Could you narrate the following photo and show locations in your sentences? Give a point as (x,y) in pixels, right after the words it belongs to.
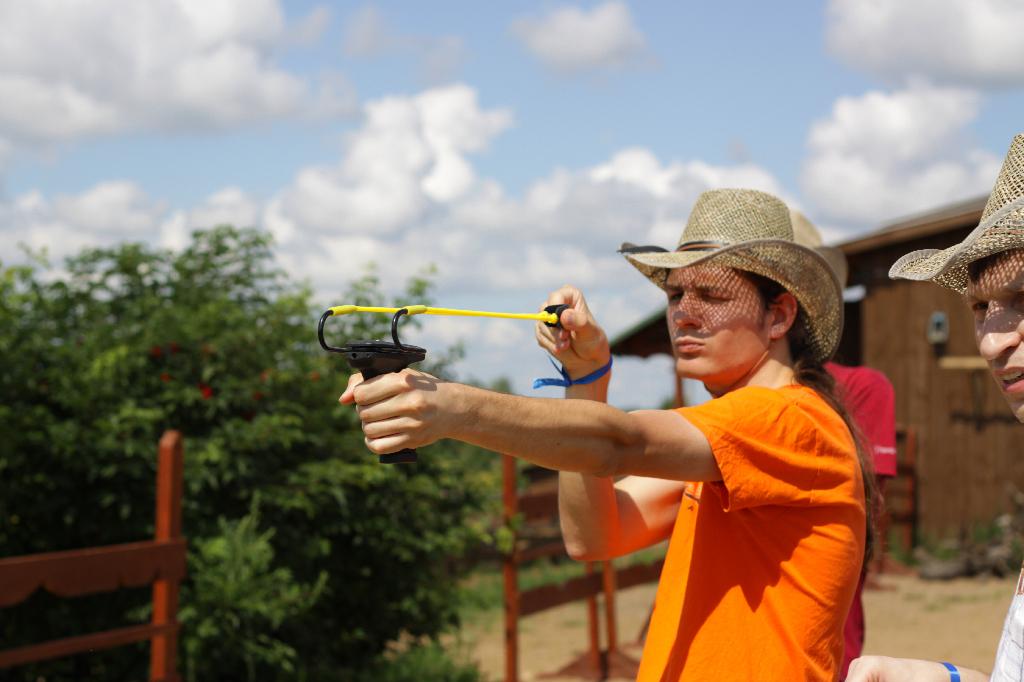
In this image we can see a person (801,465) wearing a cap (745,231) and holding an object (533,314) in his hand (557,303). To the right side of the image (1017,159) there is another person (1001,186) wearing a cap (1001,186). In the background of the image (356,317) there is a wooden house (880,313), sky (875,189), clouds (327,176), trees (149,423). There is a wooden fencing (176,540).
